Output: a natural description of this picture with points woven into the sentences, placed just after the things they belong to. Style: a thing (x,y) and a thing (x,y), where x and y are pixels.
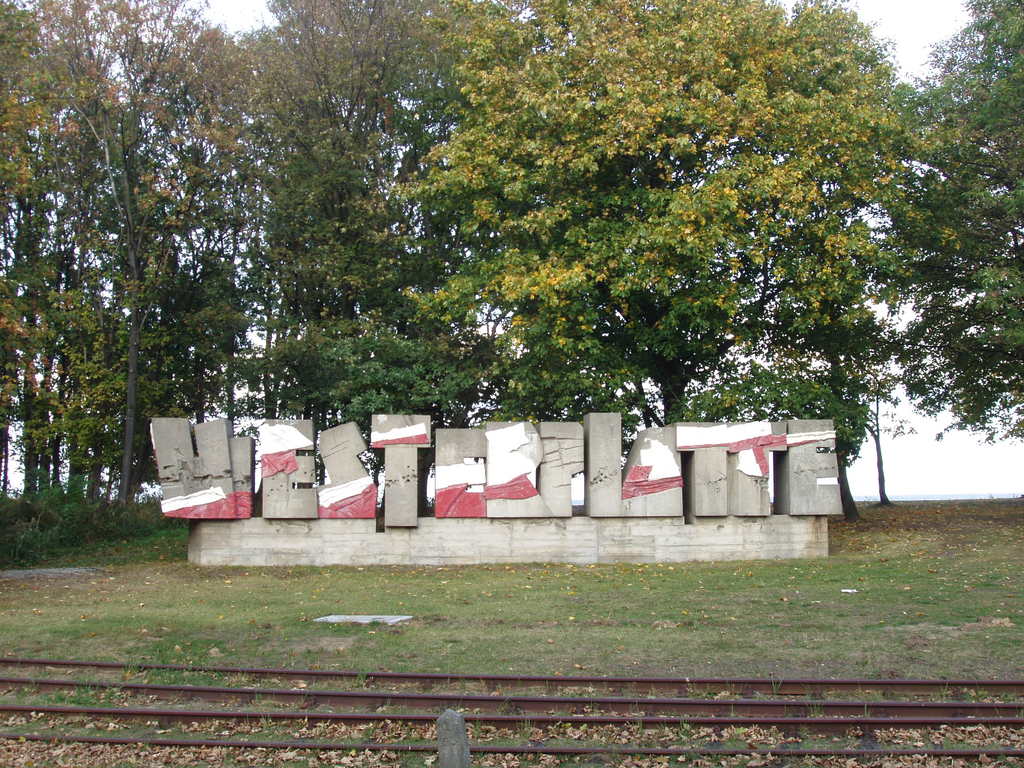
In this image I see the tracks (210,695) over here and I see the grass (650,588) and I see something is written over here and I see that it is of grey, white and red in color. In the background (829,398) I see number of trees (439,235) and I see few plants (74,512) over here.
